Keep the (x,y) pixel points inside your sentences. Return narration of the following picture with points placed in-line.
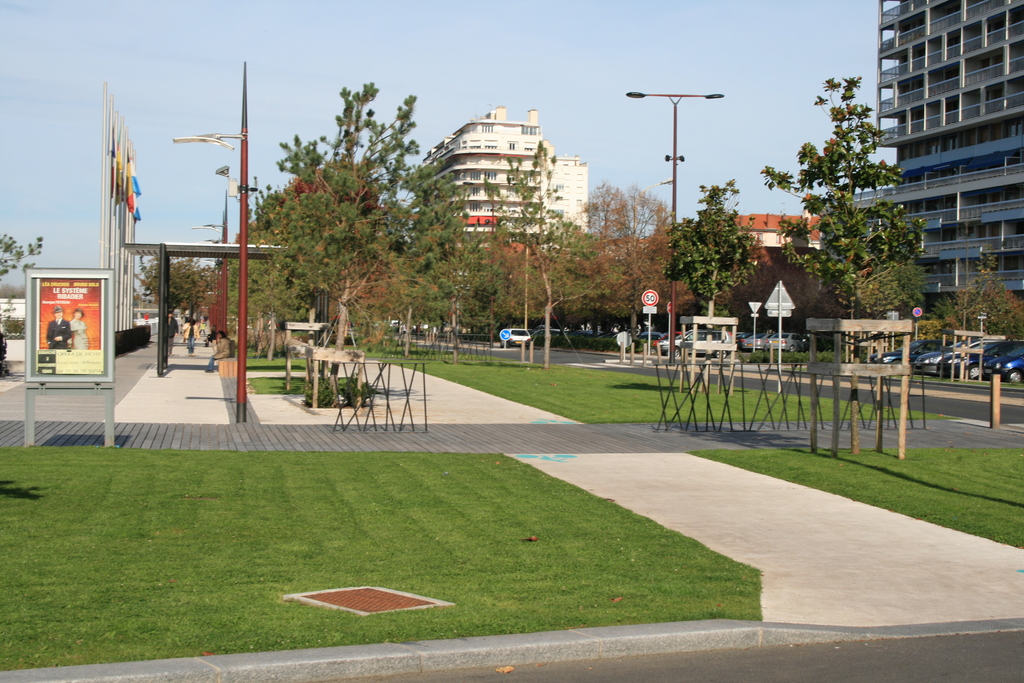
In this picture I can see few trees (608,255), buildings (782,221) and an advertisement board (67,321) with some text (68,303) and picture (66,325) of a man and a woman (81,328) and I can see few flagpoles (114,215) and a human (225,353) seated and few (186,341) are walking on the sidewalk (188,374) and I can see few cars (1002,348) parked and few sign boards (654,291) and I can see lights (686,95) and a blue cloudy sky (643,74) and I can see grass (446,516) on the ground (613,441).
